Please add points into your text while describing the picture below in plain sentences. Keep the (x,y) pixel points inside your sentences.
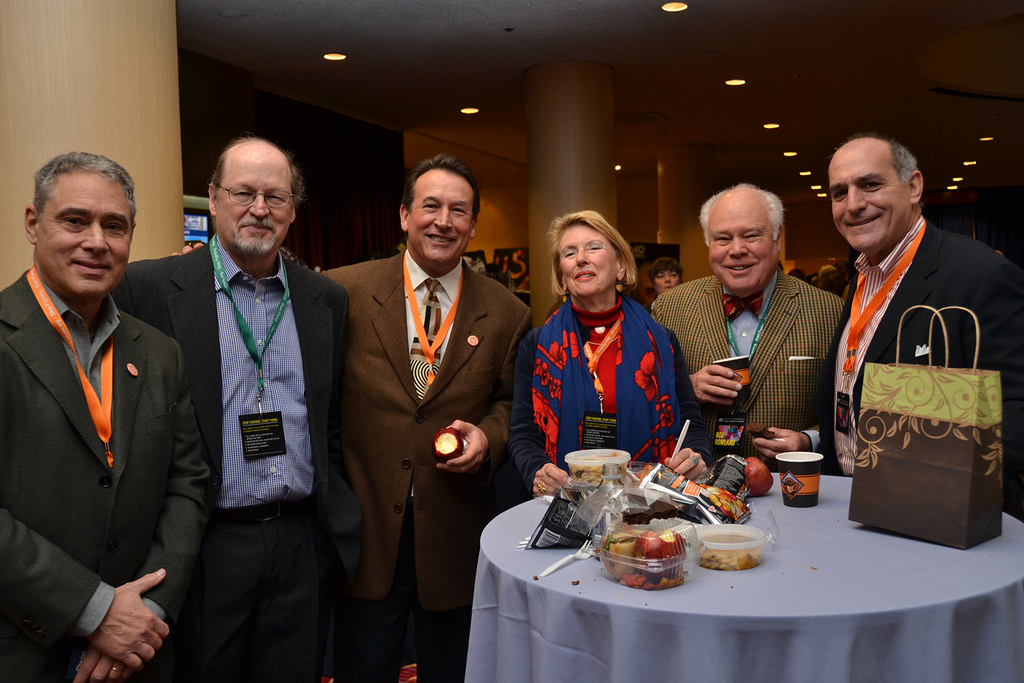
These persons (259,346) are standing and wear tags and smiling, this person (476,424) holding apple (436,437) and this person (731,385) holding cup (745,364). We can see bag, boxes (592,471), fruits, cup (788,489), packets (684,495), fork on the table (749,614). On the background (394,157) we can see wall (632,185), pillar (545,268), persons (842,280), banner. On the top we can see lights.
